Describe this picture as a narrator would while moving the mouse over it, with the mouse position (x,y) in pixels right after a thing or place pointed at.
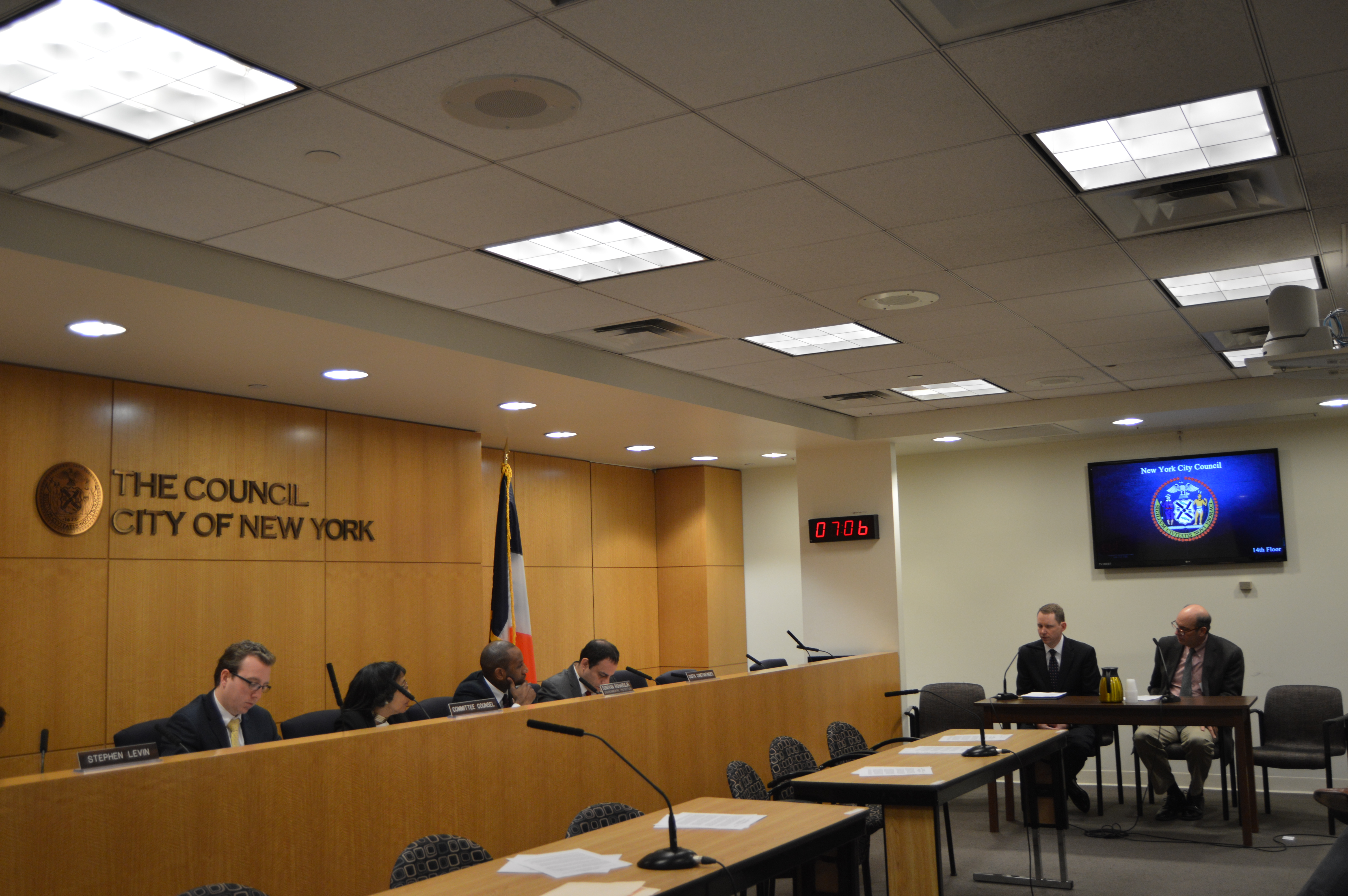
In this picture we can see some persons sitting on the chairs (792,756). This is table (809,839). On the table (727,851) there are some papers (578,856). These are the mikes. On the background (442,526) there is a wall (400,514) and this is flag (495,560). Here we can see a screen (1189,530). And these are the lights (1254,294).
